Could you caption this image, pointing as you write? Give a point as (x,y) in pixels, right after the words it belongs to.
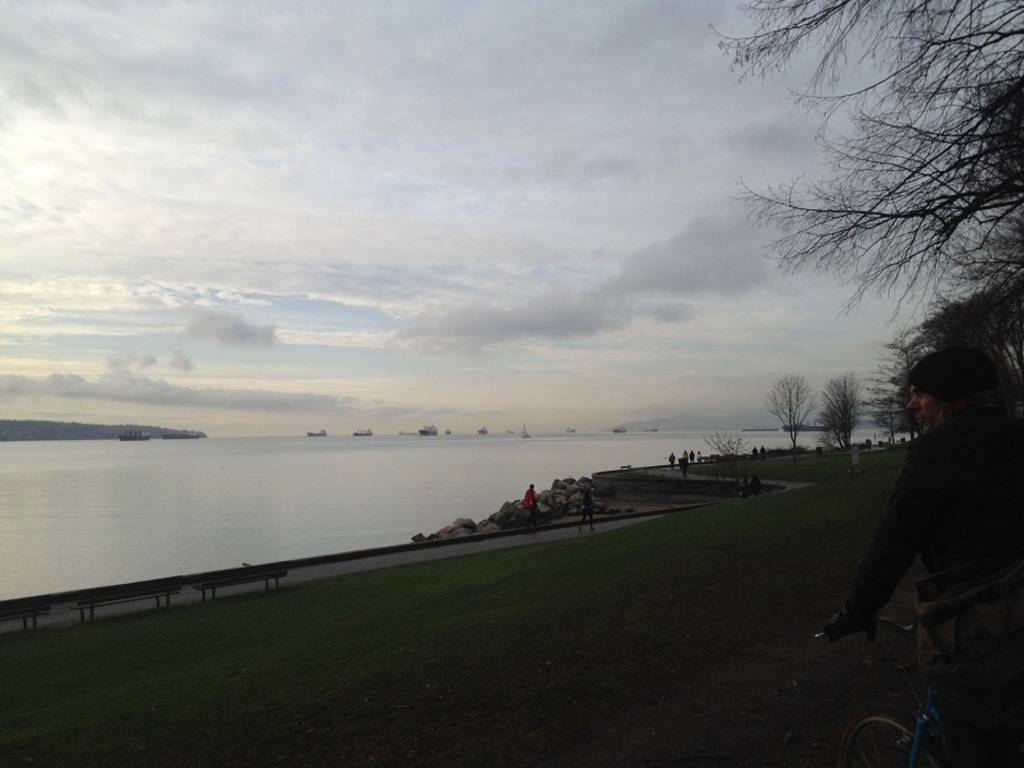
In this picture we can see sky (470,251) with clouds (508,306) and under that water (196,502) beside water (435,482) we have foot path (654,515) with benches (154,598) and persons (589,503) walking on it and trees (835,425), bicycle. ships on water (353,479).
